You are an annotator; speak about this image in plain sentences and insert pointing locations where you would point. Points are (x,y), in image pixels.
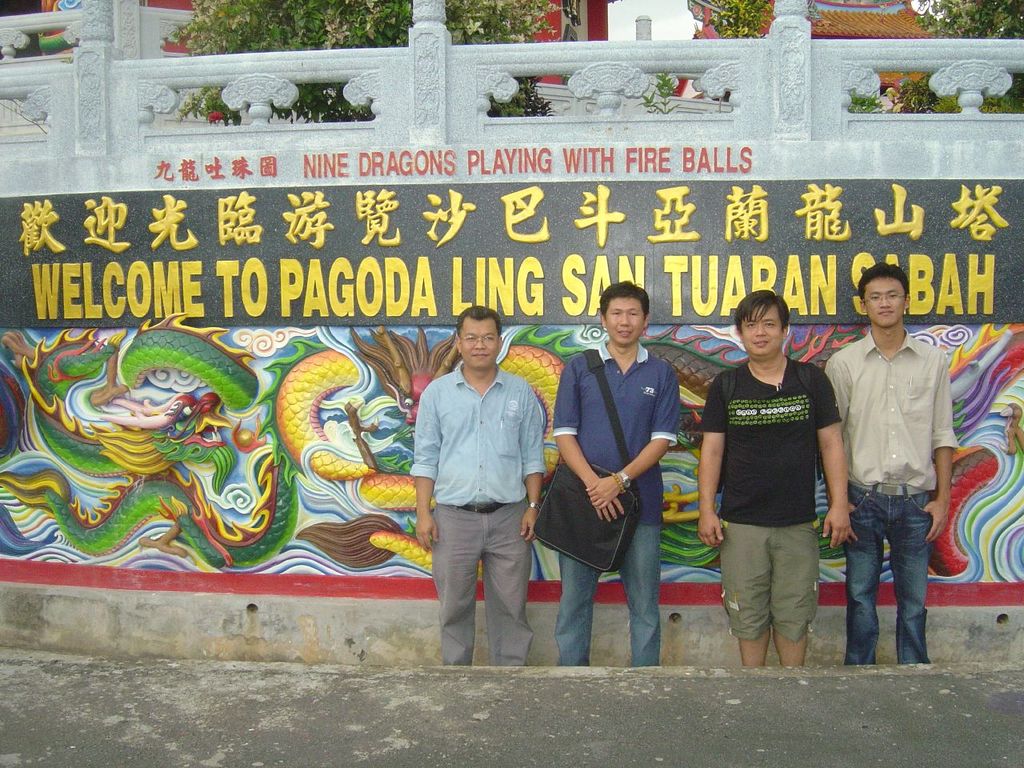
In this image we can see four people (833,388) standing. There is a person (620,392) holding a bag (582,534). In the back (316,274) there is a wall (191,279) with painting (208,344). Also there is text (528,263). On the top of the wall (547,414) there is a railing (714,85). Also there are trees (468,12) and buildings (592,4).
